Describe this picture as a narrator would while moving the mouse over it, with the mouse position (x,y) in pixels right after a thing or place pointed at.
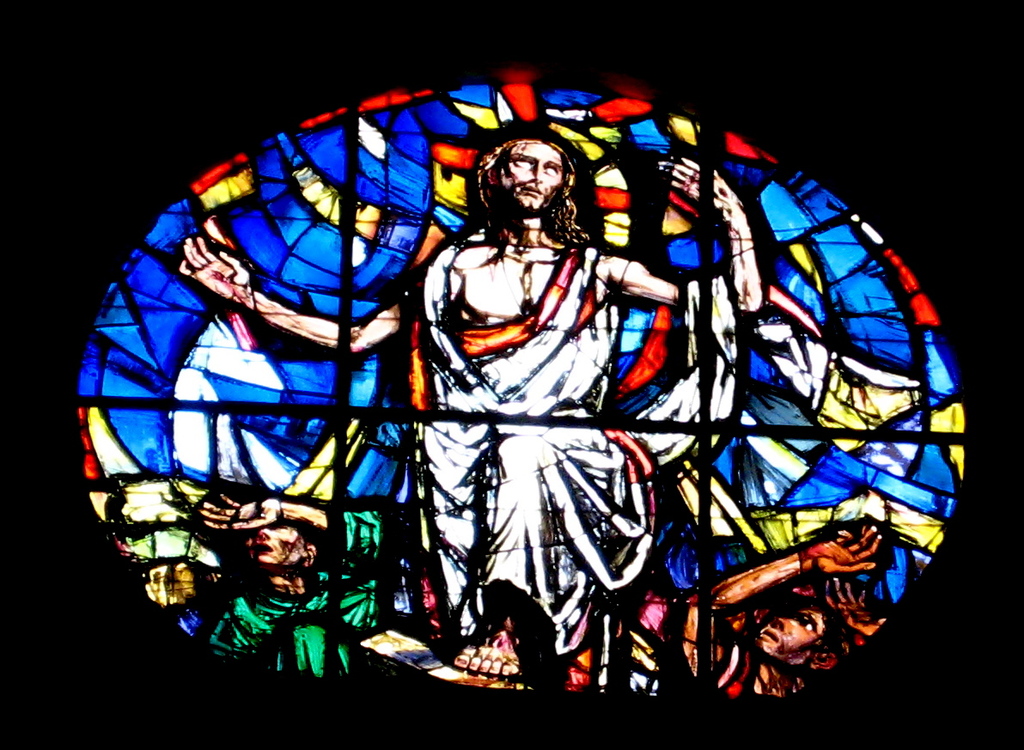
In this picture there is an object (587,427) which has a painting (587,427) of three persons (621,458) which are in different colors.
